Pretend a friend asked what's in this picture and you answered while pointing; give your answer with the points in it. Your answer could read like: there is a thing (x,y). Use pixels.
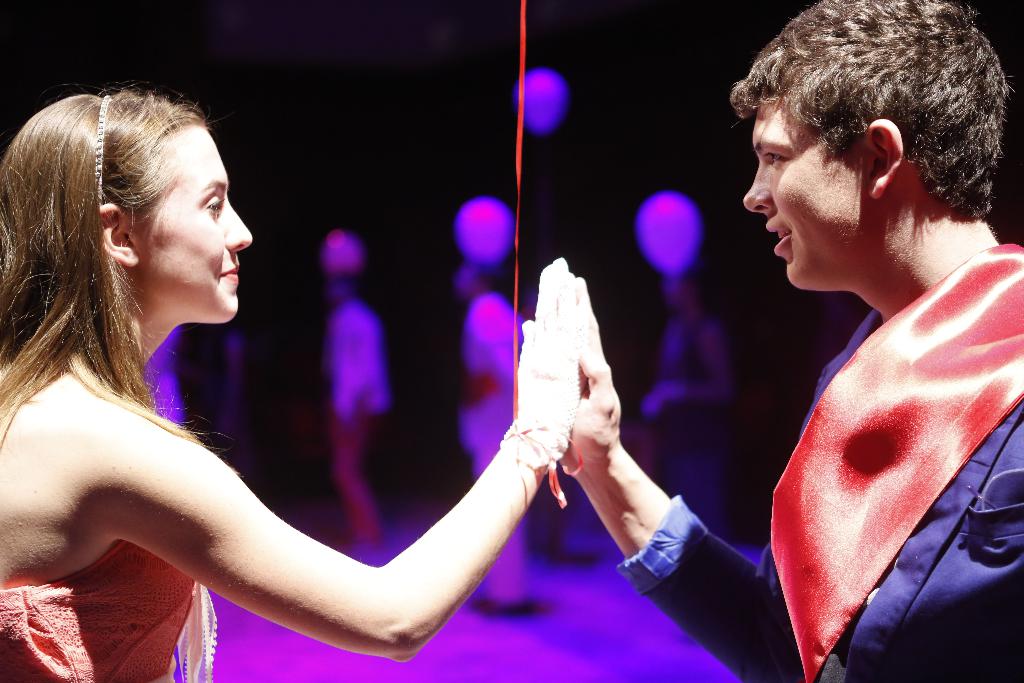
As we can see in the image in the front (65,385) there are two persons (955,69) standing. The man (843,421) on the right side (952,643) is wearing blue color jacket (967,525) and the woman (104,453) on the left side (112,441) is wearing pink color dress (101,657). In the background (489,221) there are few people (344,281) and balloons (476,229). The background (398,294) is little dark.
